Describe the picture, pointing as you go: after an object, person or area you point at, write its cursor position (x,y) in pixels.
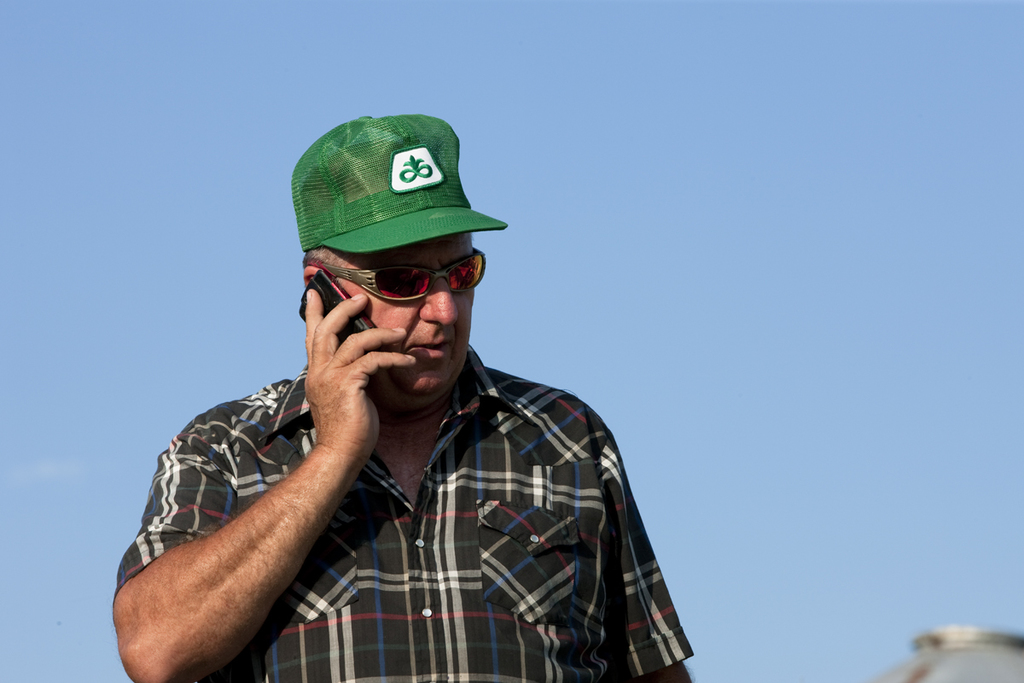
In this picture we can see a man (482,546) is holding a mobile phone (353,333), he wore a green color cap (433,227), we can see the sky (712,190) in the background (625,176).
